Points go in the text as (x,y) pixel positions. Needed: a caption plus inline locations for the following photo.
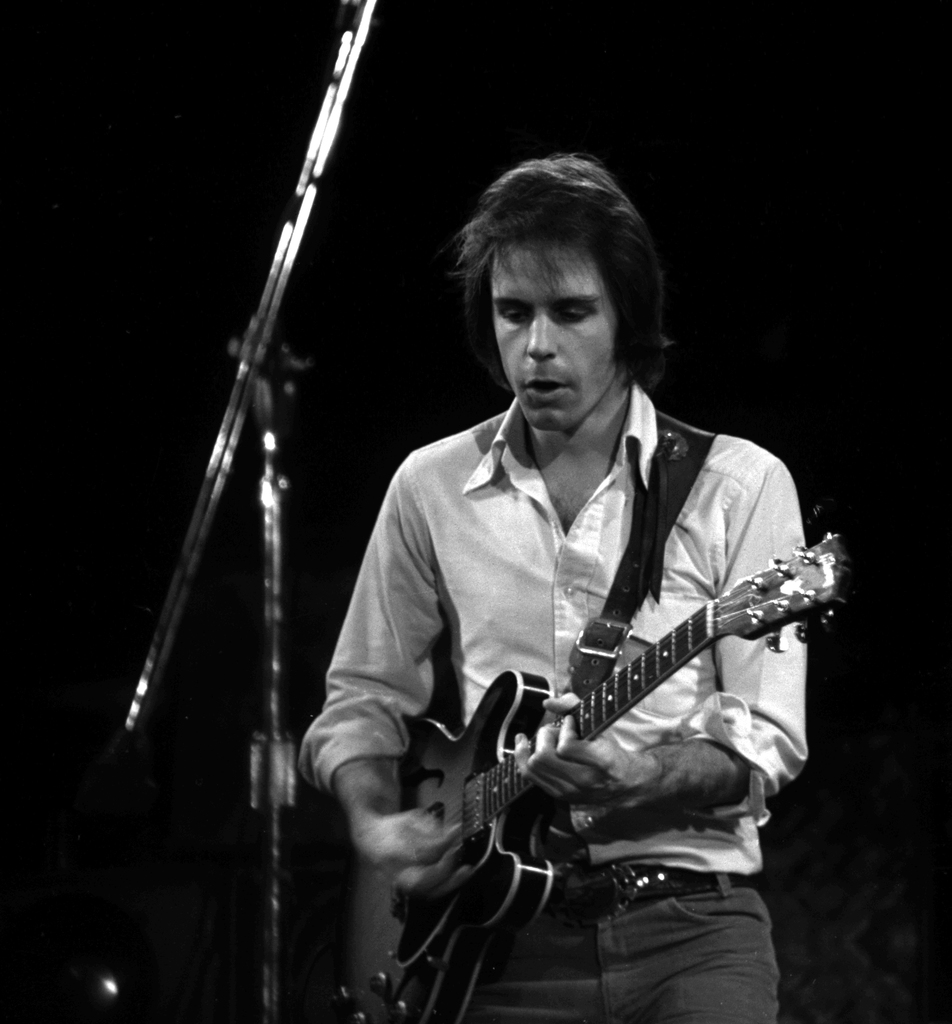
In this picture we can see a man (546,542) Standing and holding a guitar (573,726) and playing it
